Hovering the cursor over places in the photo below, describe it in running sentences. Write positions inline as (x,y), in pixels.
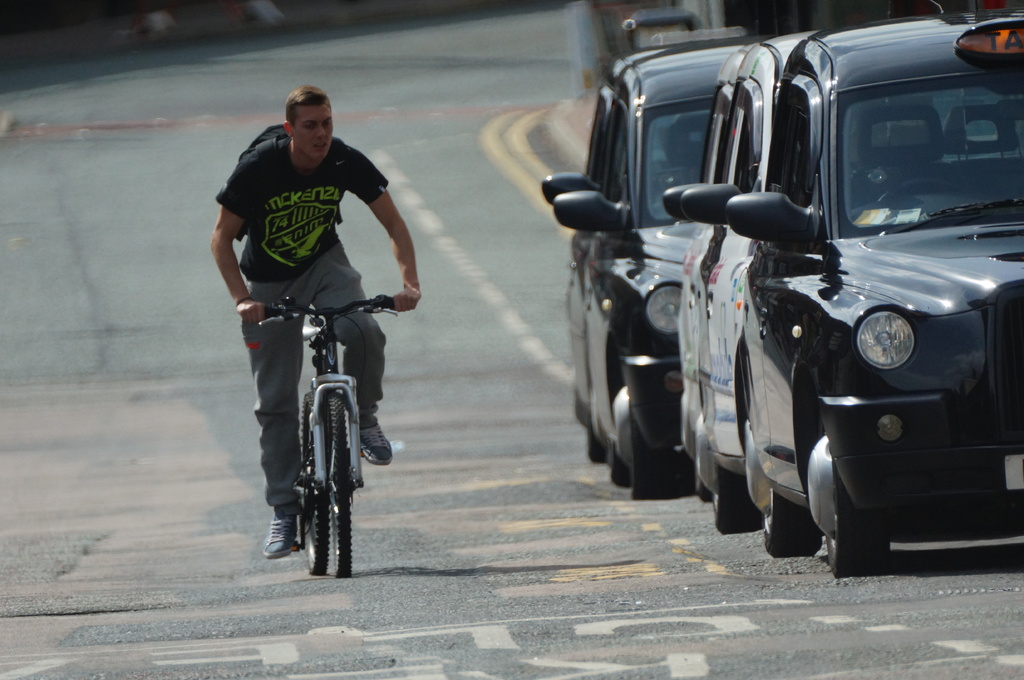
In this image there is a person (306,300) riding a bicycle (312,408) on a road (514,519) and there are cars (796,419), in the background (495,6) it is blurred.
